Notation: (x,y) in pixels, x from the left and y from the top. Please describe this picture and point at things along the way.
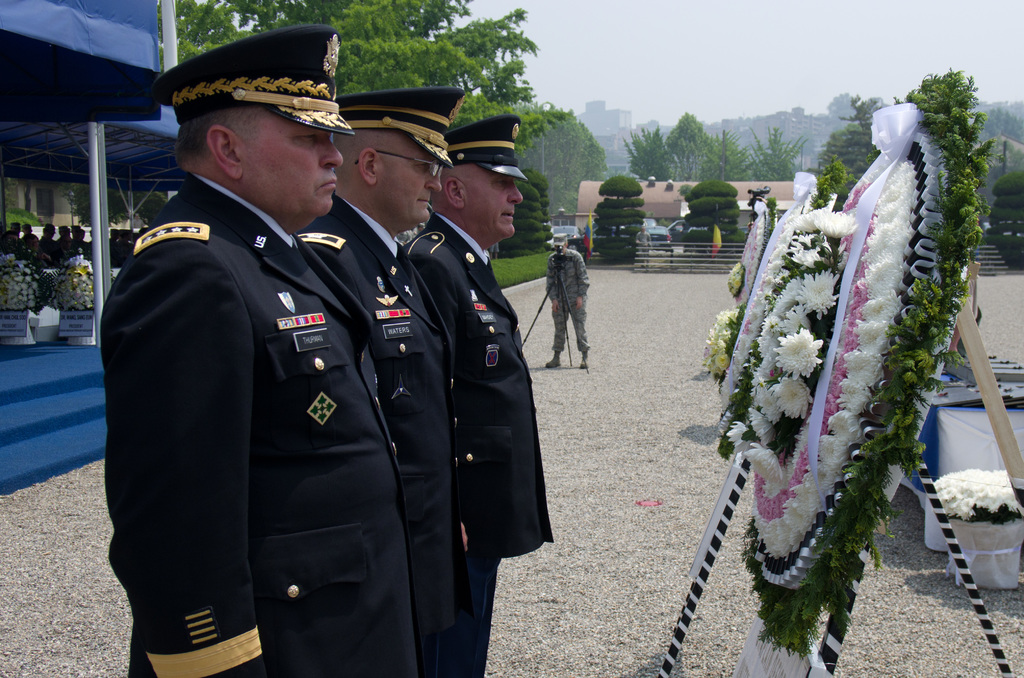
In the middle of the image (503,353) few people (269,646) are standing. In front of them we can see some flowers (717,338). Behind them we can see some tents (20,74), trees (508,112), plants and buildings (811,122). At the top of the image (558,55) we can see the sky (670,76).
